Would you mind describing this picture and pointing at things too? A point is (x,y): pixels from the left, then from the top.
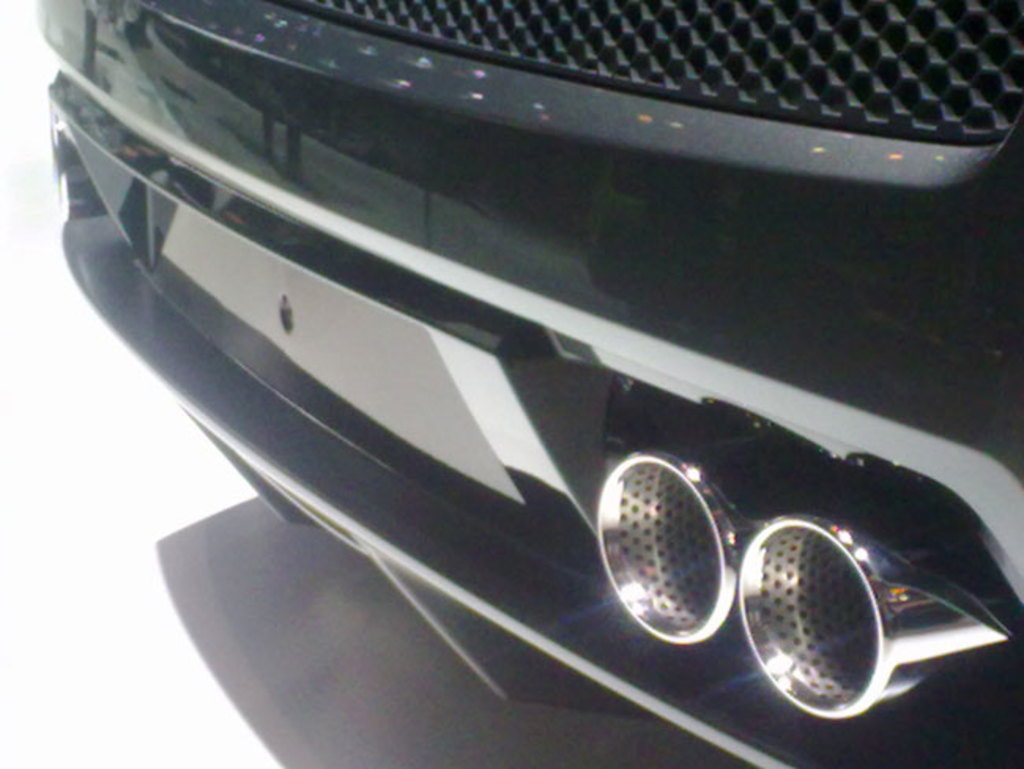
In this image, we can see side of a vehicle part (638,124) and at the bottom (968,623) we can see two cylinder shape (754,617) (car silencer) (765,633) and background (25,313) is white.
